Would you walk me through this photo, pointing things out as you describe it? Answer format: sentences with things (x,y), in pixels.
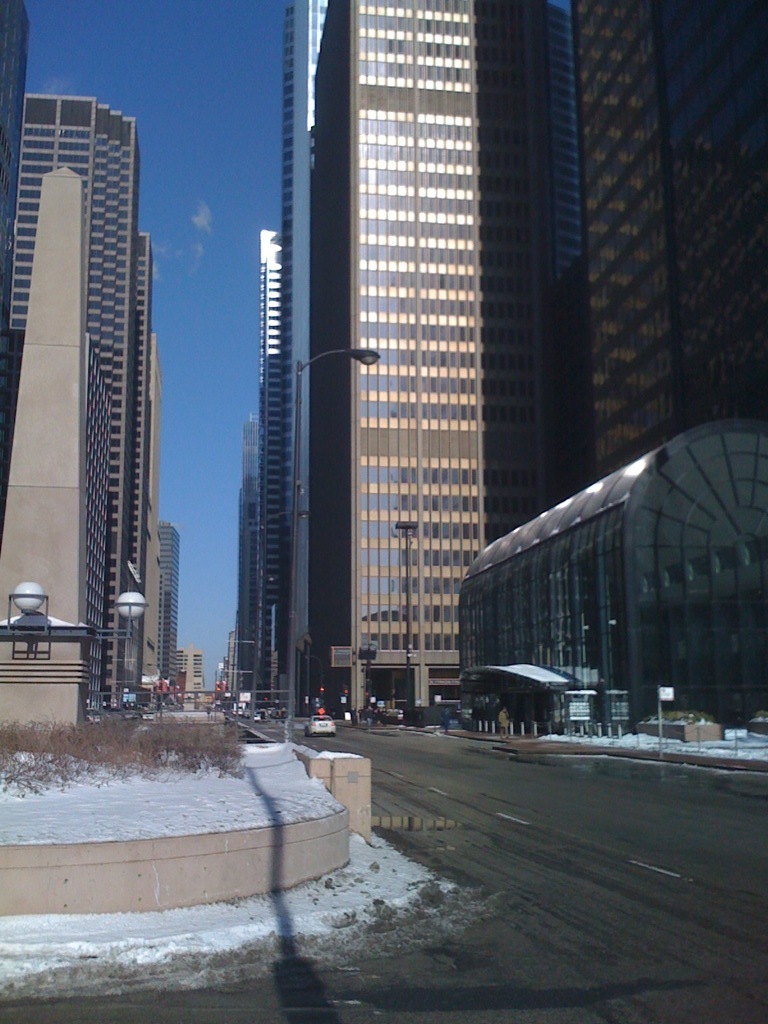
In this image, we can see so many buildings (728,645), walls (15,695), glass objects (723,452), street light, poles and boards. Here we can see few vehicles (310,723) and road (537,832). At the bottom (20,938), we can see snow (239,804) and plants (123,739). Background (200,368) there is the sky (200,171).
